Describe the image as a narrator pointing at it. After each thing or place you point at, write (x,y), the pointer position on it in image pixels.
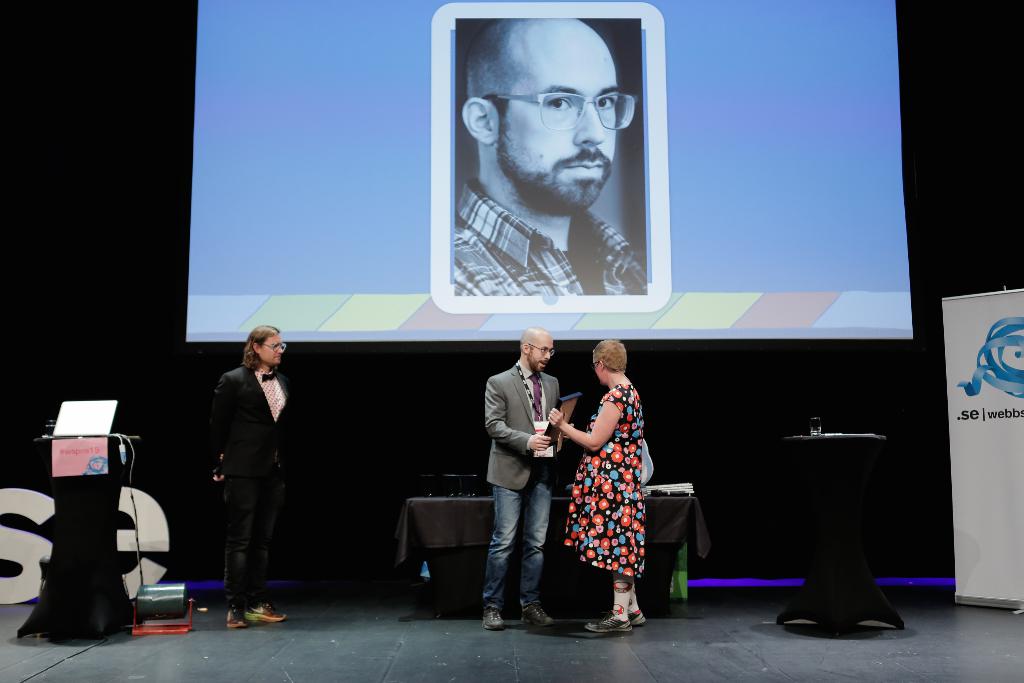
In this image we can see one table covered with black table cloth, two podiums (78,557), three people (533,511) are standing on the stage (160,644), some objects (148,604) are on the surface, black background (954,106), some objects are on the table (671,573), one laptop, one glass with water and one name board (76,466) with text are on the left side podium (96,495). There is one glass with water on the right side podium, two persons (614,456) holding some object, two letter board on the stage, one projector screen (404,157) with one photo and one white banner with text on the stage (48,656).
